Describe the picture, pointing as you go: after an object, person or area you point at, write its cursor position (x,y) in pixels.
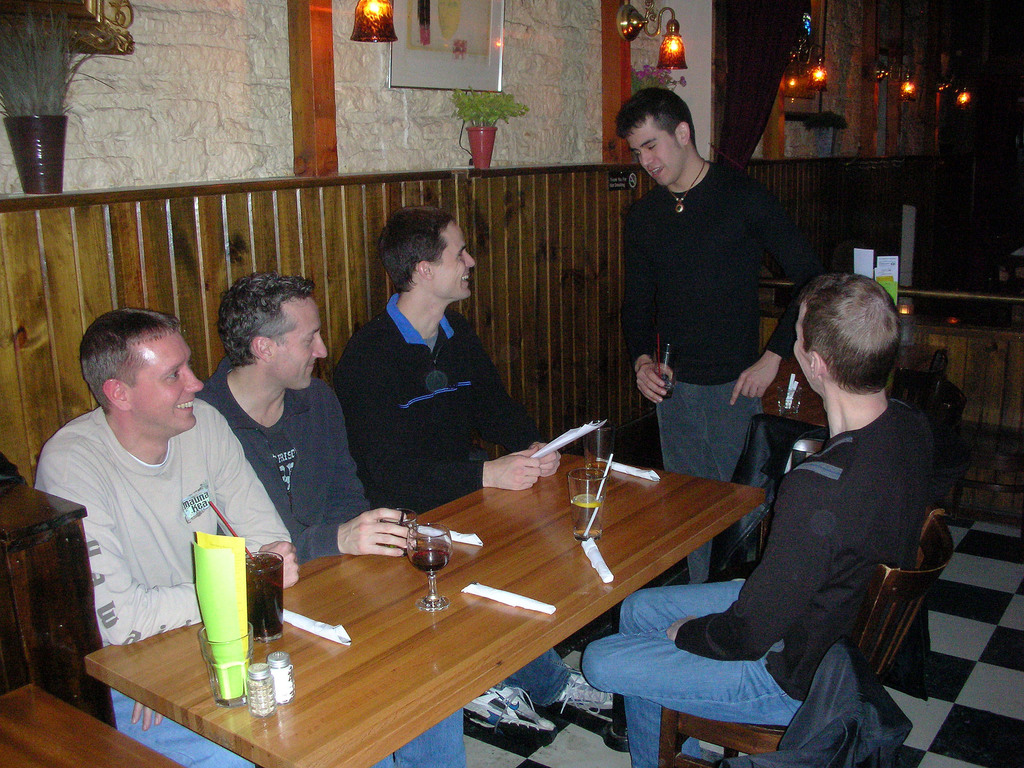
In this image i can see few people (338,454) sitting on chairs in front of a table (471,570) and a person (740,298) standing. On the table (560,500) i can see few glasses (448,532) and few papers (201,565). In the background (268,178) i can see the wall (208,98) and few lights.
